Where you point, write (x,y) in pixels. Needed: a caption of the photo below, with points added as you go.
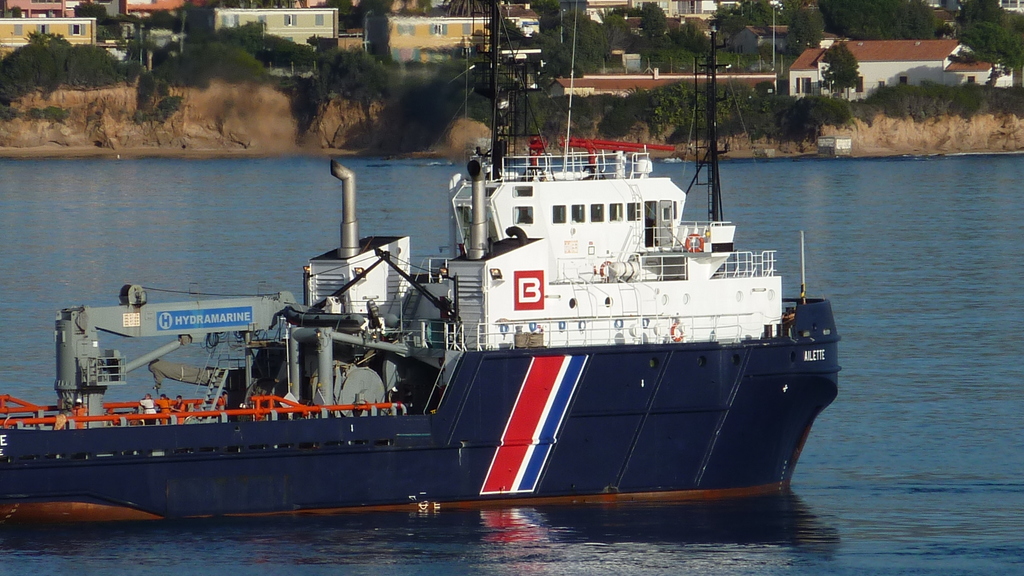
In the center of the image (375,303) there is ship (233,319). At the bottom of the image (564,533) there is water (682,526). In the background of the image (730,12) there are houses (806,78), trees (553,71).
